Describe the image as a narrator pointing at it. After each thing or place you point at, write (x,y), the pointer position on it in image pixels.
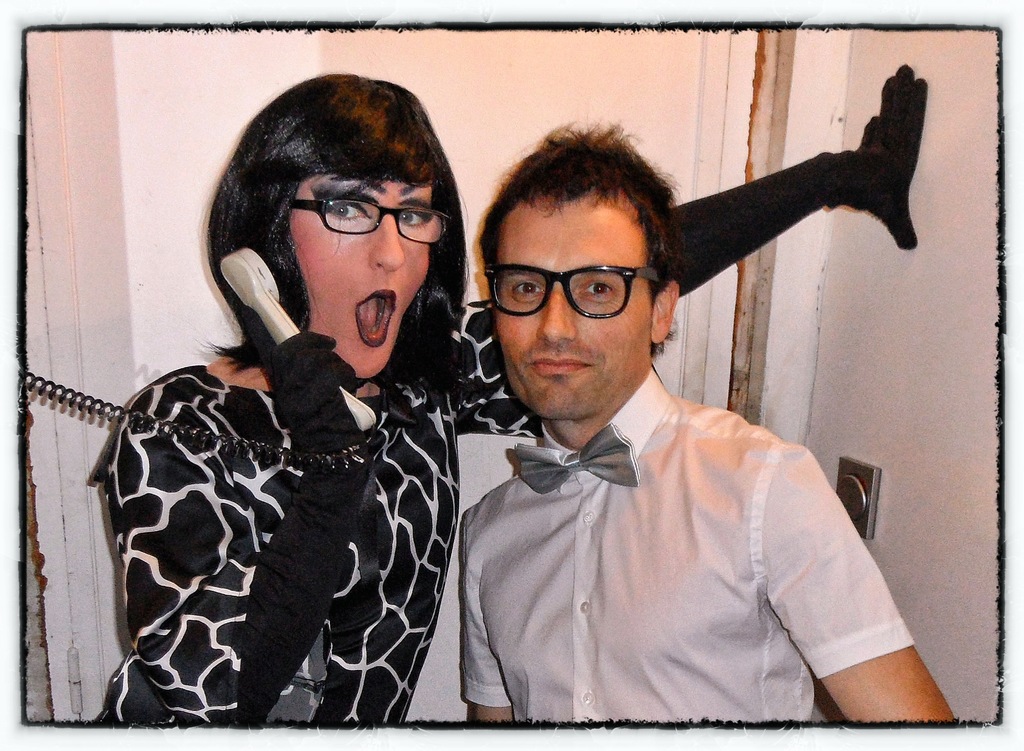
In this image there are persons (523,495) in the center (367,481) and the person (356,536) on the left side (335,555) standing and holding a receiver (274,313) of the telephone (265,304) and giving some expression on face (361,303) and the person (572,529) on the right side (686,497) wearing a white colour shirt (635,602) and a tie (591,468) is smiling.
